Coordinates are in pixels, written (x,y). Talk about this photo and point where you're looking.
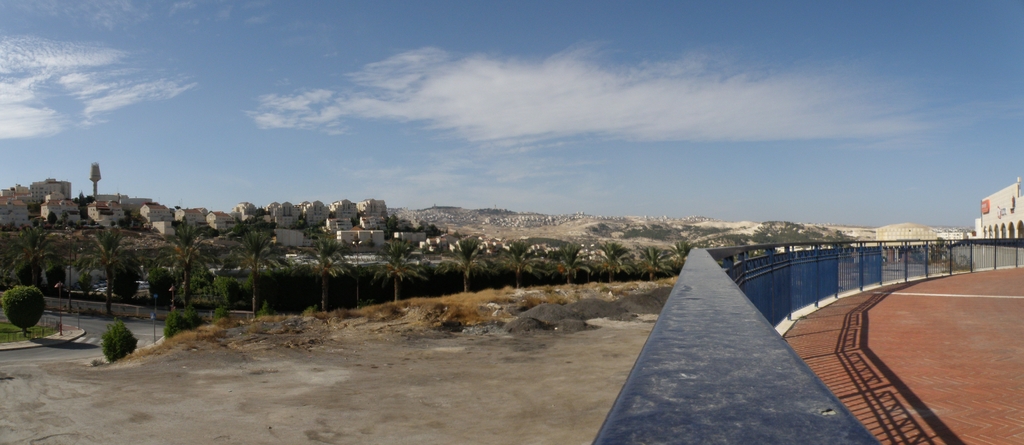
As we can see in the image there are trees (101,240), buildings (216,220), fence (790,314) and on the top (446,65) there is sky (452,69).
